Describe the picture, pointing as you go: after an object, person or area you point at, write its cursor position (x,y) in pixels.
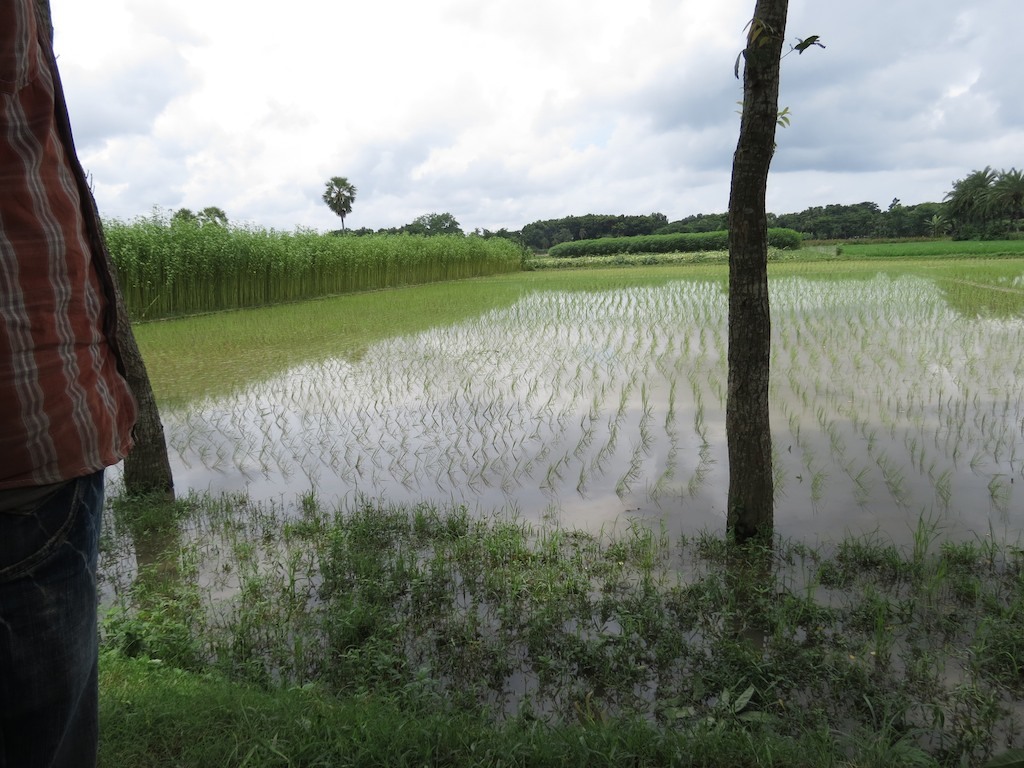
This is a picture of a field (415,251) or a crop (576,310). In the foreground of the picture (349,597) there are trees (731,363), grass (272,761), water (117,575) and a person (40,479) standing. In the center of the picture (430,257) there are plants (461,264) and trees (536,230). Sky (237,218) is cloudy.
